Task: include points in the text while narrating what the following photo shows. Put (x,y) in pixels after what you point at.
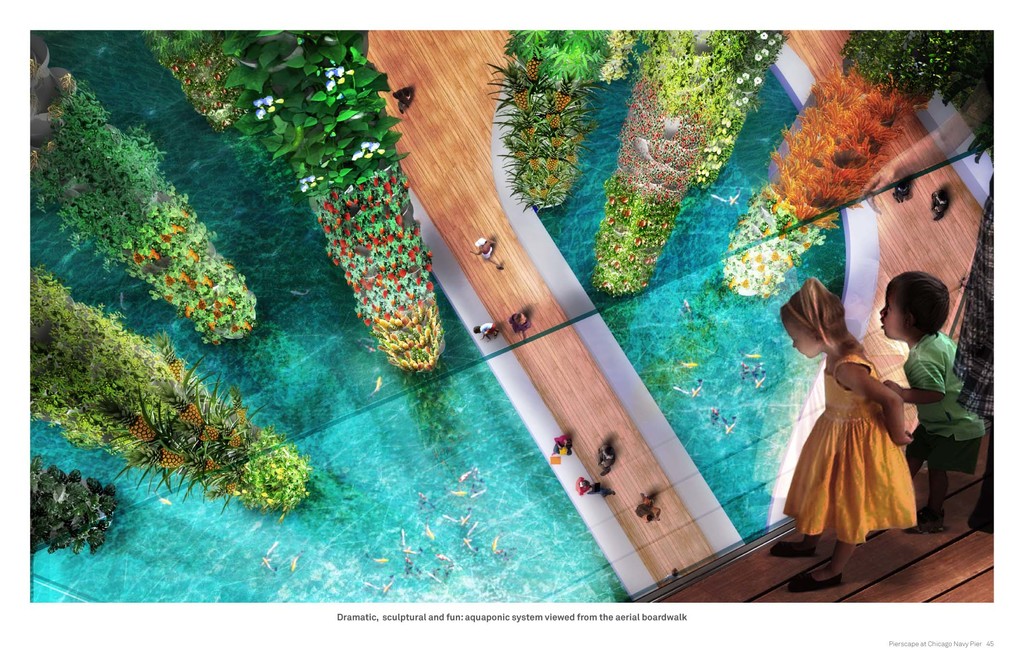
This is an edited picture. In this picture there are three persons (951,458) standing on the right side of the image (944,472) and there are flowers (436,334) and plants (744,240). At the bottom (607,457) there are group of people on the floor (574,347) and there is water (353,505) and there are fishes (410,567) in the water (435,500). At the bottom (403,619) there is text (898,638).
